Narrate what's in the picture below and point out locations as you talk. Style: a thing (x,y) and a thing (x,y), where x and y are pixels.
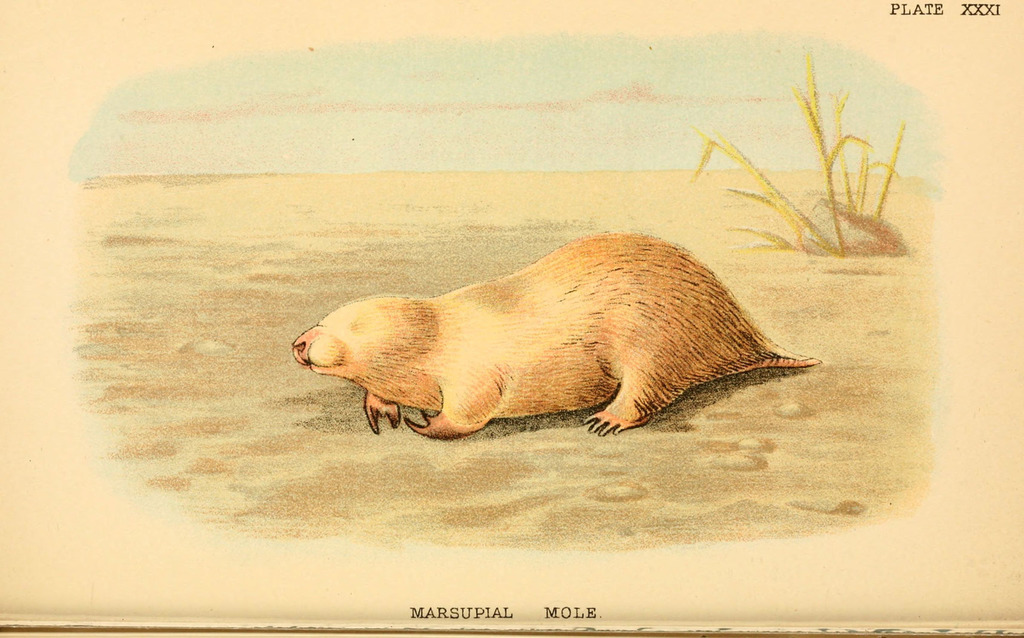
In the picture I can see a painting (554,380) of an animal (582,322), a plant (779,238) and the ground (760,265). I can also see something written on the image.
